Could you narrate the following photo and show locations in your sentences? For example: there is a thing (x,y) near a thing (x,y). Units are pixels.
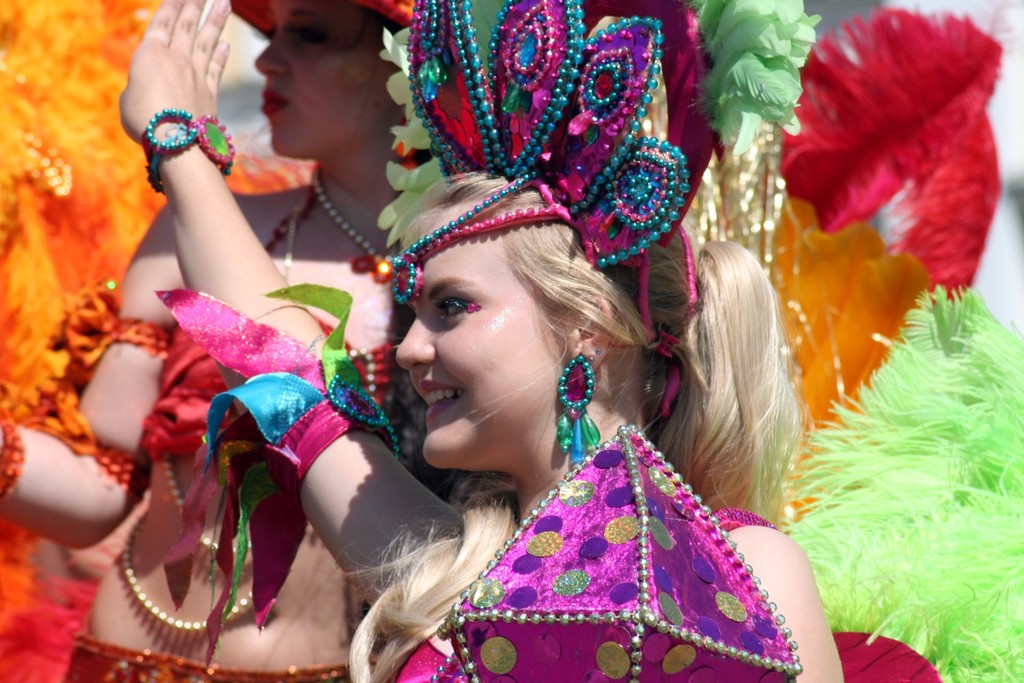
This picture describes about few people (411,410), they wearing costumes (332,394), in the middle of the image (471,415) we can see a woman (498,422), she is smiling.
